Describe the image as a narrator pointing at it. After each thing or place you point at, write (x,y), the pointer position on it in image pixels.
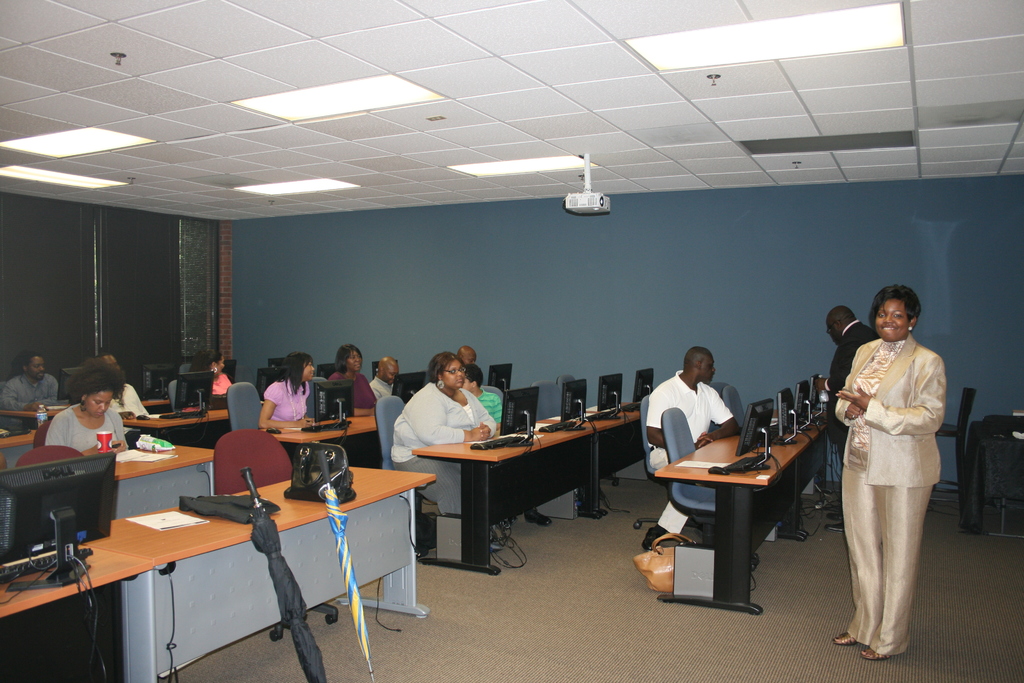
The image is inside the room (687,493). In the image there are group of people (715,402) sitting on chair (266,441) in front of a table (195,526), on table (199,546) we can see a paper (177,524), bag (242,510), monitor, handbag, umbrella (257,513), wire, keyboard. On right side (857,360) there are two people (857,360) men (854,347) and women (861,377) are standing in background (620,267) there is a blue color wall (690,285). On top (639,143) there is a projector (606,201) and roof (535,76) with few lights (377,100).
